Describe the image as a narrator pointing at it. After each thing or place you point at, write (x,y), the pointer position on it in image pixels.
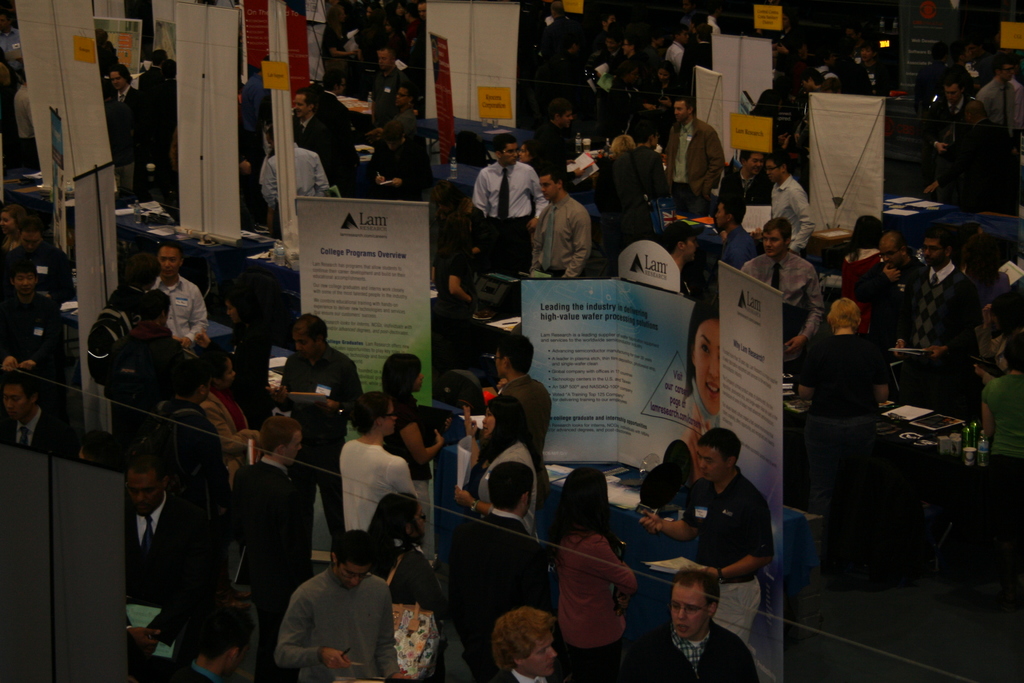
In this image, I can see groups of people (237,473) standing. These are the banners (634,332) and boards (485,113). I can see the tables (182,235) with the objects (914,415) on it.
